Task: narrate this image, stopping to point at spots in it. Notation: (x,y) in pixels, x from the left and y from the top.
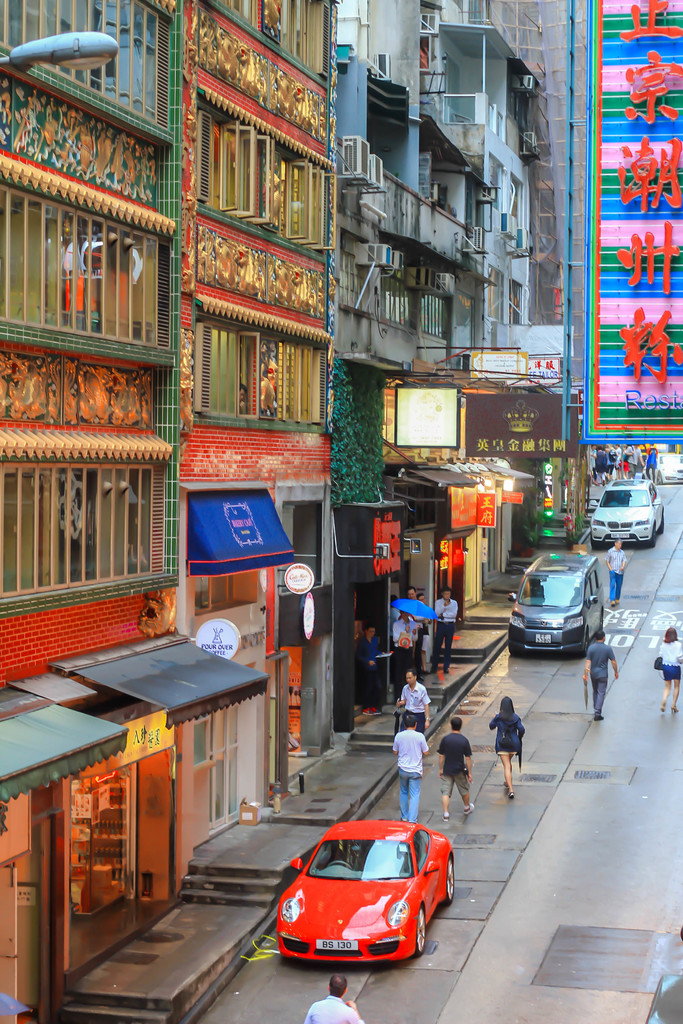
In this picture I can see many peoples (422,752) who are walking on the street (469,863). Beside them I can see the cars (433,836) which are parked in front of the shops (176,768). On the left (223,454) I can see many buildings (39,333). On the right (623,435) I can see the advertisement board (639,302).
